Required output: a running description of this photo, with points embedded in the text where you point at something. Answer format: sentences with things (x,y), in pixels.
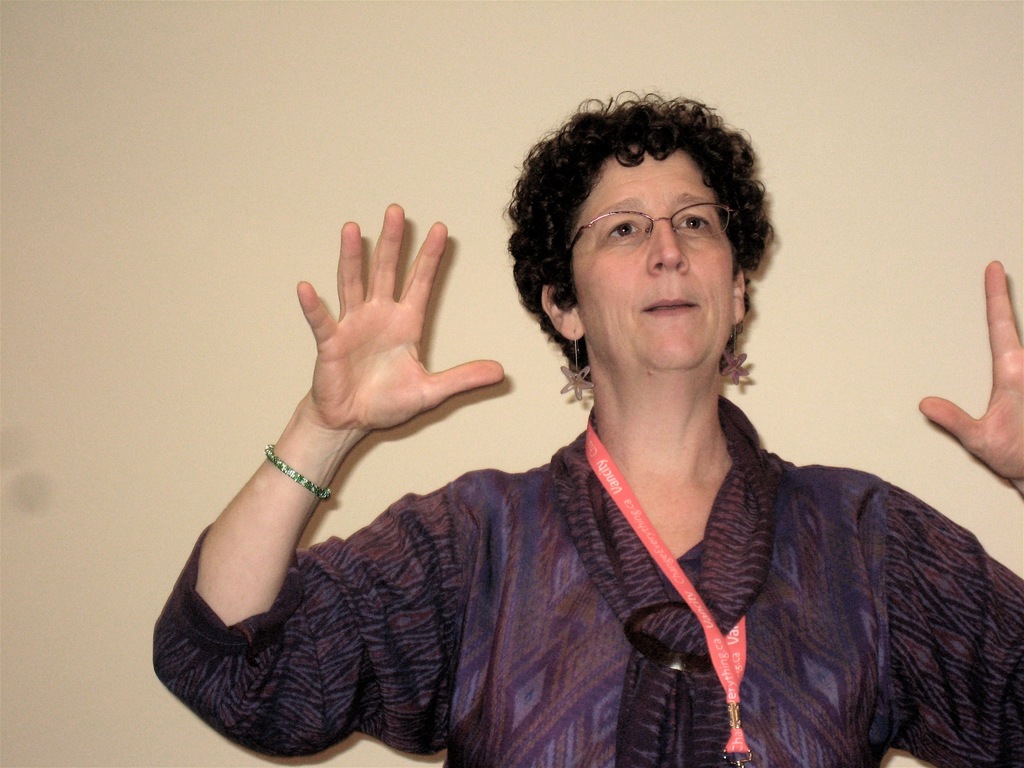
In this picture we can see a person (650,567) in the front (732,499), this person (736,501) is wearing spectacles (646,228), in the background (525,150) there is a wall (296,93).
